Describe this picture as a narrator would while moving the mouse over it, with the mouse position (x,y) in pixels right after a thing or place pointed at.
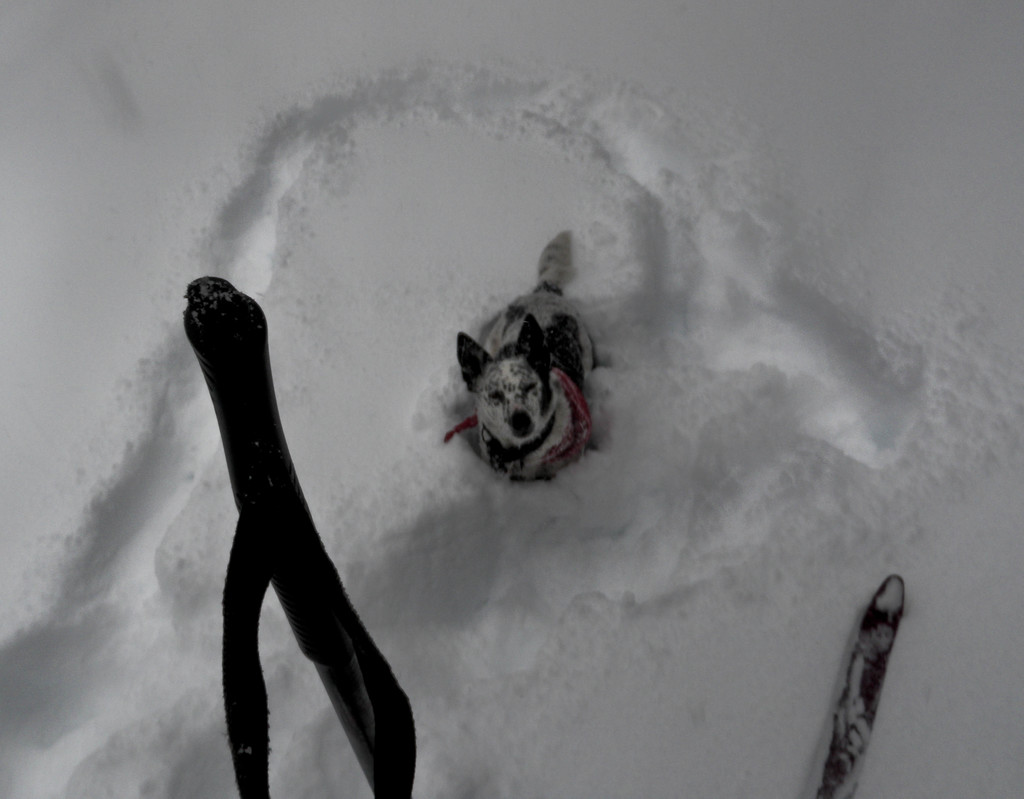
In this picture, we can see the ground (540,597) covered with snow (744,361), we can see the dog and some objects (398,755) in the bottom side of the picture (386,747).
